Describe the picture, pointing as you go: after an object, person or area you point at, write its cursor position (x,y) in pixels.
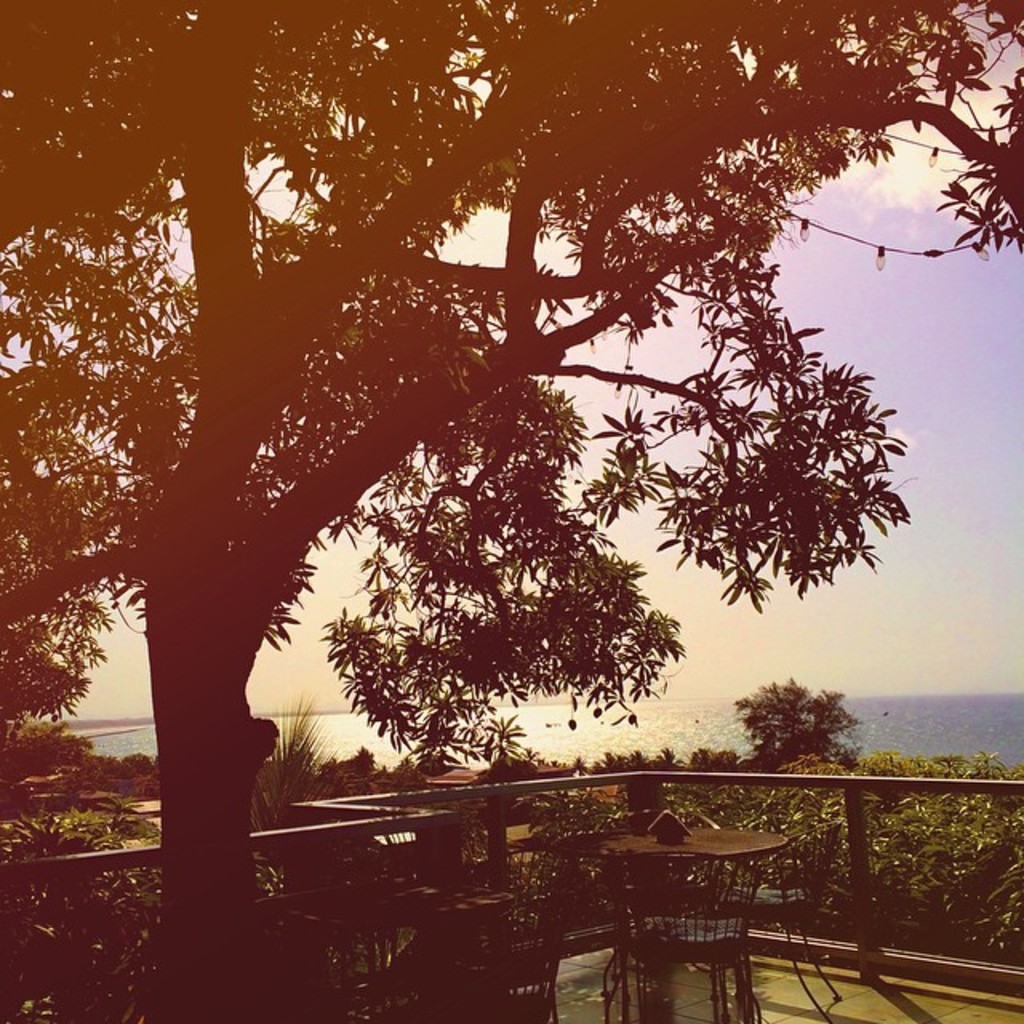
in this picture we can see some iron table (293,921) and chairs (527,918). In the front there is a huge tree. Behind there are some trees (299,735) and sea water (722,733). On the top (881,332) there is a sky (938,442) and clouds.
